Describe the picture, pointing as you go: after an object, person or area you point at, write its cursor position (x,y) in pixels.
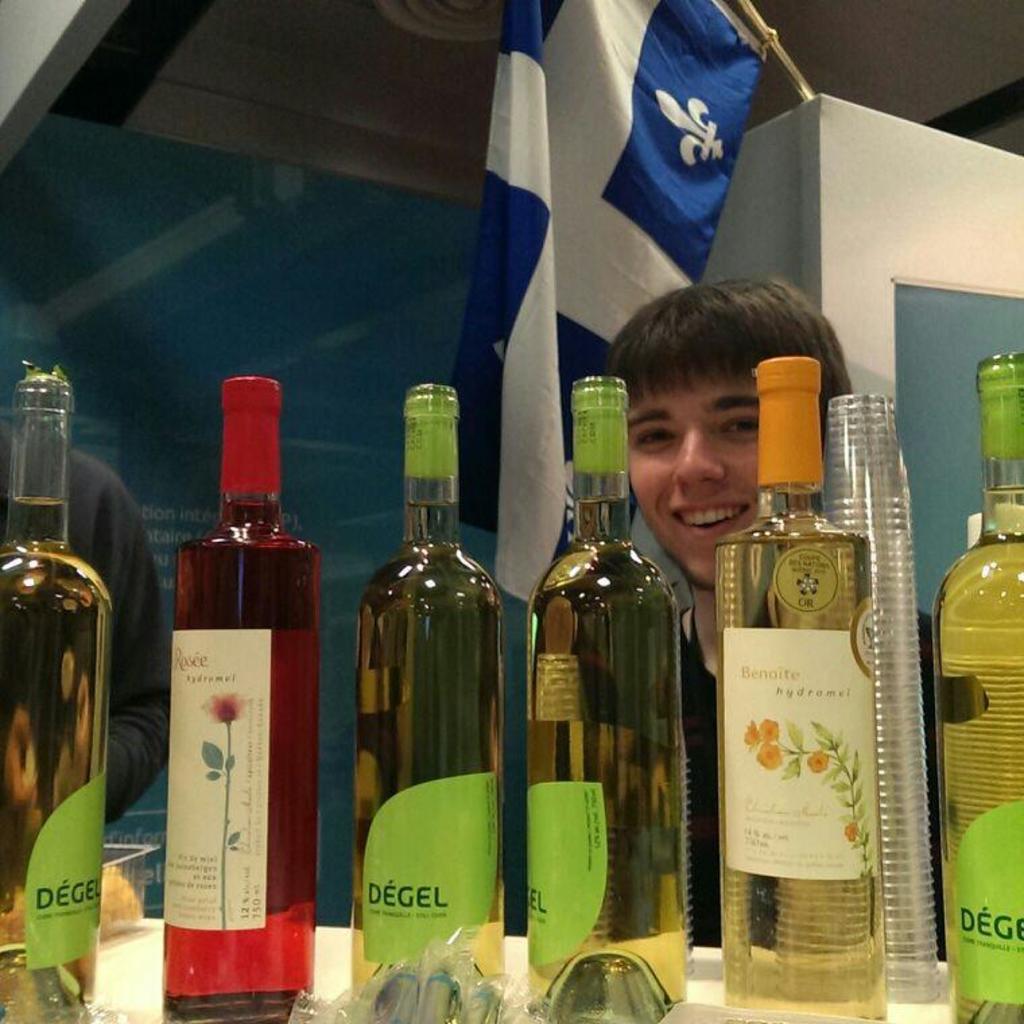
In the image we can see one person (734,501) is standing and she is smiling. In front of him we can see the wine bottles (649,735). And there is the flag (594,168) on the top (600,71).
